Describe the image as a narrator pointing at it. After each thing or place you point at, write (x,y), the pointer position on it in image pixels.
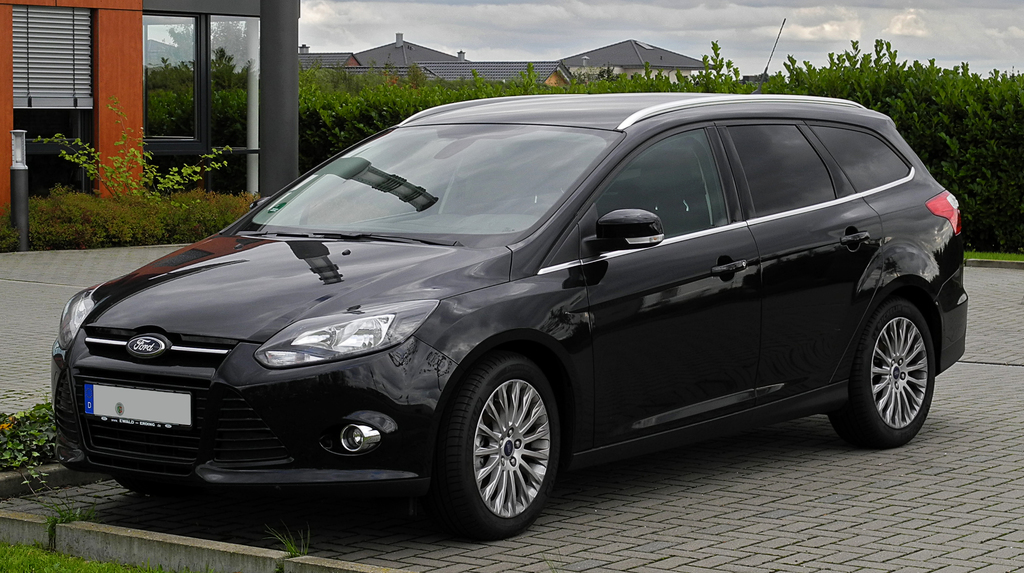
Here we can see a car (468,311) on the road (13,299). In the background (231,148) there are buildings (45,82), glass doors (224,77), trees (877,85) and clouds (667,42) in the sky (780,42).
